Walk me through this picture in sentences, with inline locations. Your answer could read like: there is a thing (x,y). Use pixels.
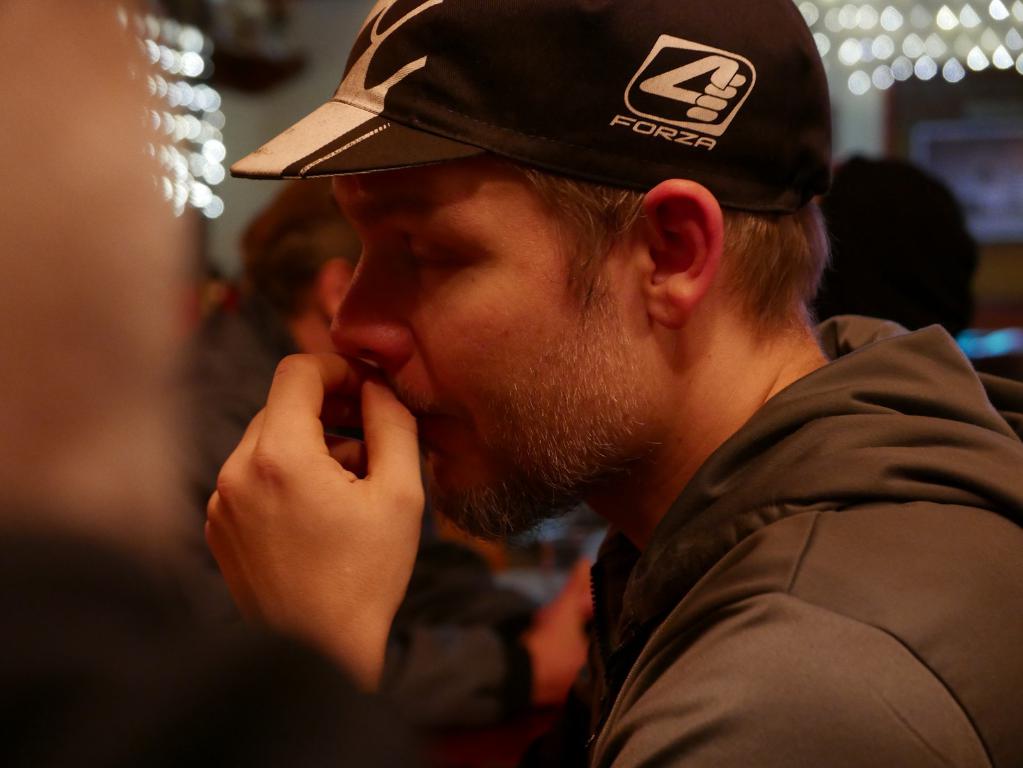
In this image we can see group of persons (408,396) standing. One person (798,490) is wearing a jacket (825,514) and a cap (699,124). In the background (168,68), we can see some lights (198,202).
